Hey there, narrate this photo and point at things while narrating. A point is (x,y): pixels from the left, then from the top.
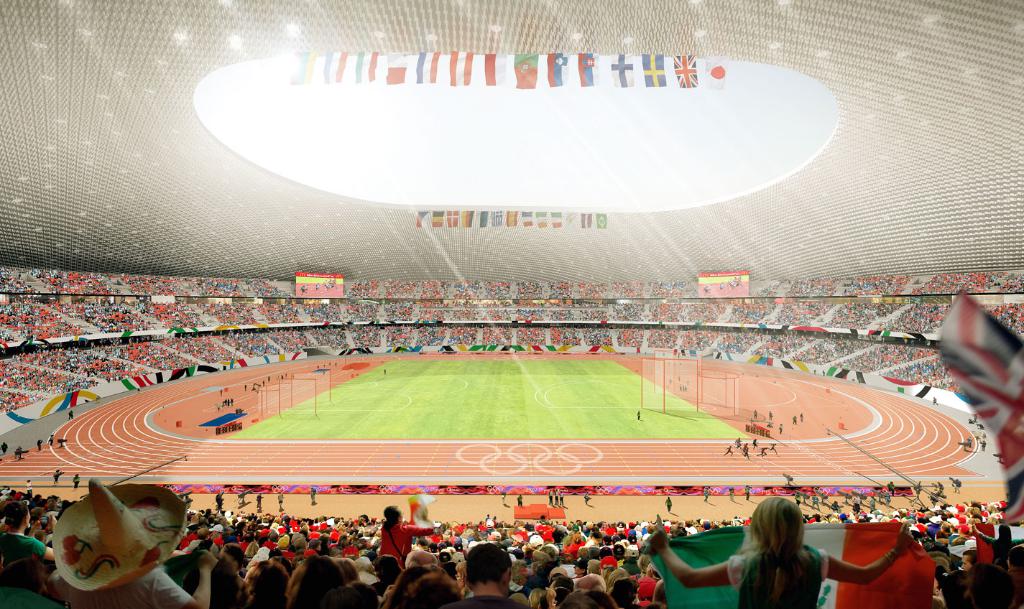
As we can see in the image there is a stadium (694,398). In stadium (536,294) there are group of people (639,333) sitting here and there. Few of them are playing in ground (287,452).
